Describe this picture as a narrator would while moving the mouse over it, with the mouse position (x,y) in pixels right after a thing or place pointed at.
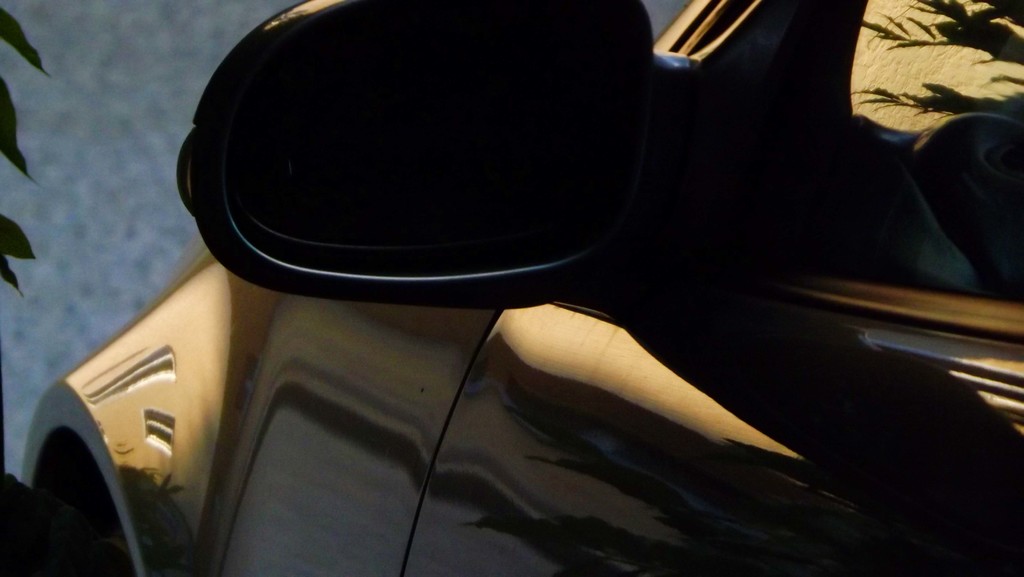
This is a zoomed in picture. In the foreground (805,101) we can see an object (469,431) seems to be a car (514,360). In the background (26,47) we can see the leaves (8,27) and the ground (61,241).
